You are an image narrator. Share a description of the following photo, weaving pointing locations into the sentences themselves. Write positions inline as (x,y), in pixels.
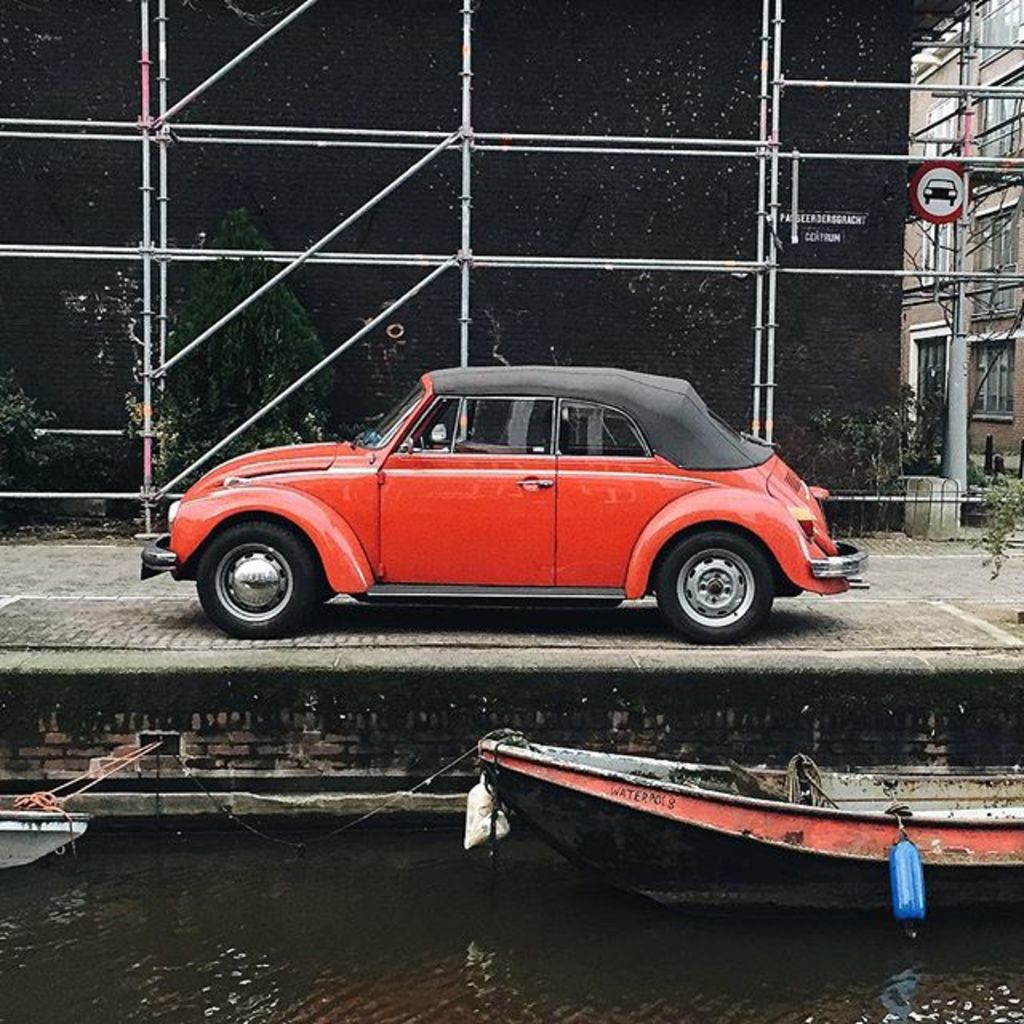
In this image there are trees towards the top of the image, there is a building (1016,400) towards the right of the image (987,190), there are windows (978,251), there are metal poles (620,139), there is a red color car (565,527) on the ground (904,641), there is water (321,965) towards the bottom of the image (432,951), there are boats (851,841), there is a rope (898,836), there are boards (841,212), there is text (804,237) on the board (810,222).
